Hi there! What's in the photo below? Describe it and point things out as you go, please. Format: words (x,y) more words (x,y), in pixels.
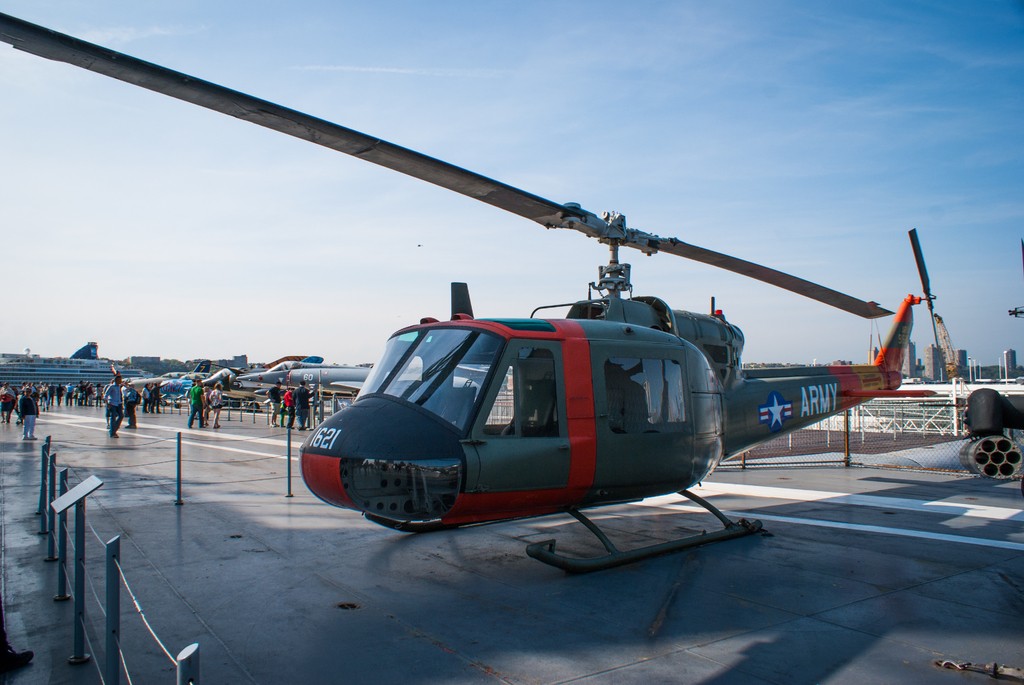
In this picture we can see a helicopter (646,558), airplanes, people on the ground (483,586), here we can see a fence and some objects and in the background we can see buildings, sky (946,81).
